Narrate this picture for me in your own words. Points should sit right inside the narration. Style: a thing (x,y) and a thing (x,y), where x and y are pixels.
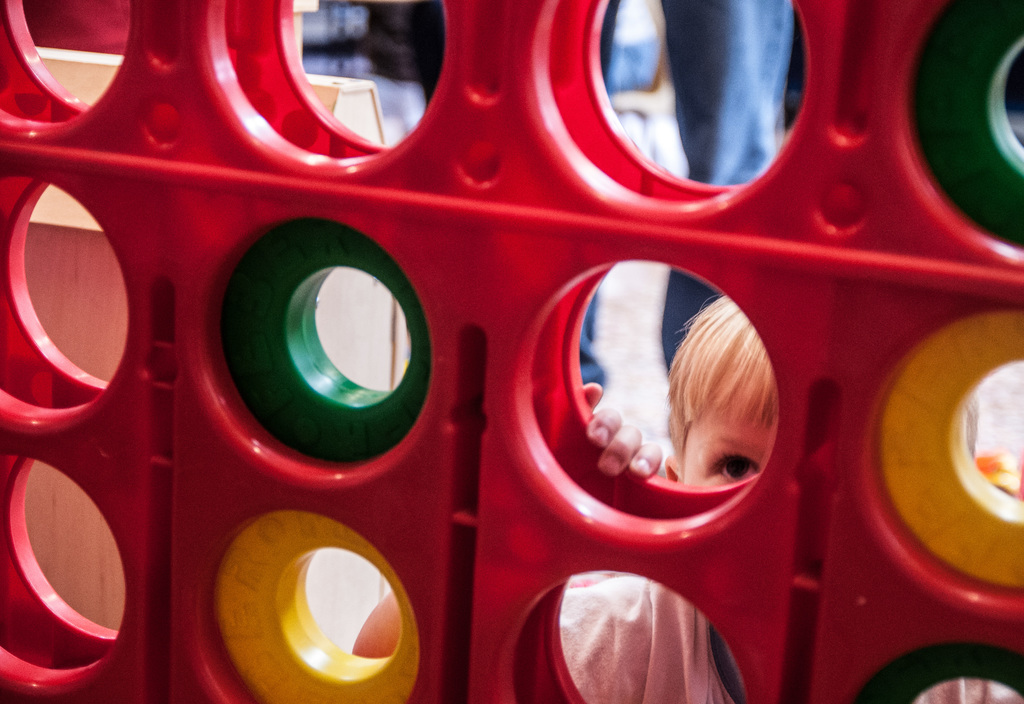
In the image we can see game board (98,164). Behind the game board (798,291) a boy (743,347) is standing and watching. Behind him a person (762,43) is standing.
